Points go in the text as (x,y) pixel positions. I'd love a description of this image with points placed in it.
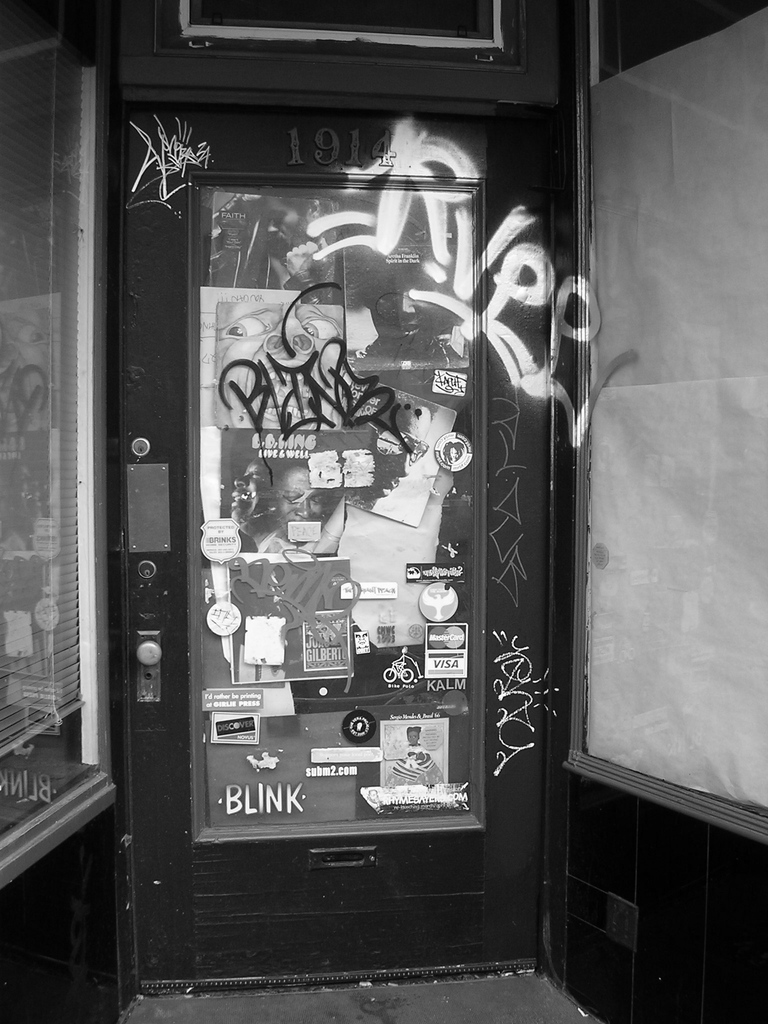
In this image we can see a door (355,947), posters (366,563), glass walls (641,539), and a window blind (17,216).
